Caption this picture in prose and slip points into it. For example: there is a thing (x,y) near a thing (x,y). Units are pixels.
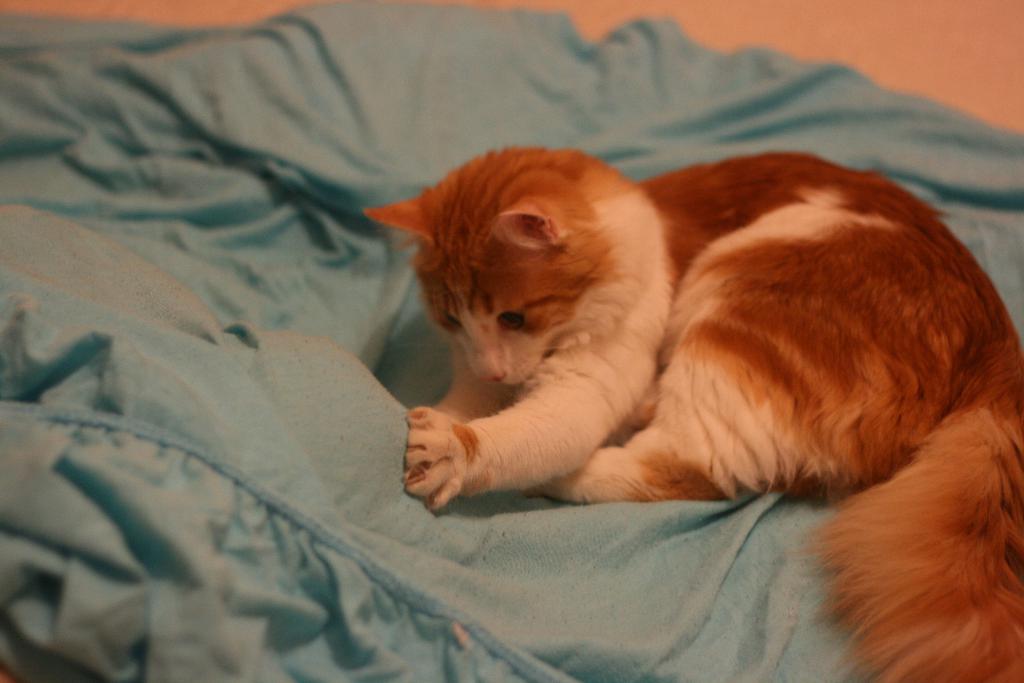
In this picture we can see brown and white cat (632,368) is playing with a blue color bed sheet (387,491).
